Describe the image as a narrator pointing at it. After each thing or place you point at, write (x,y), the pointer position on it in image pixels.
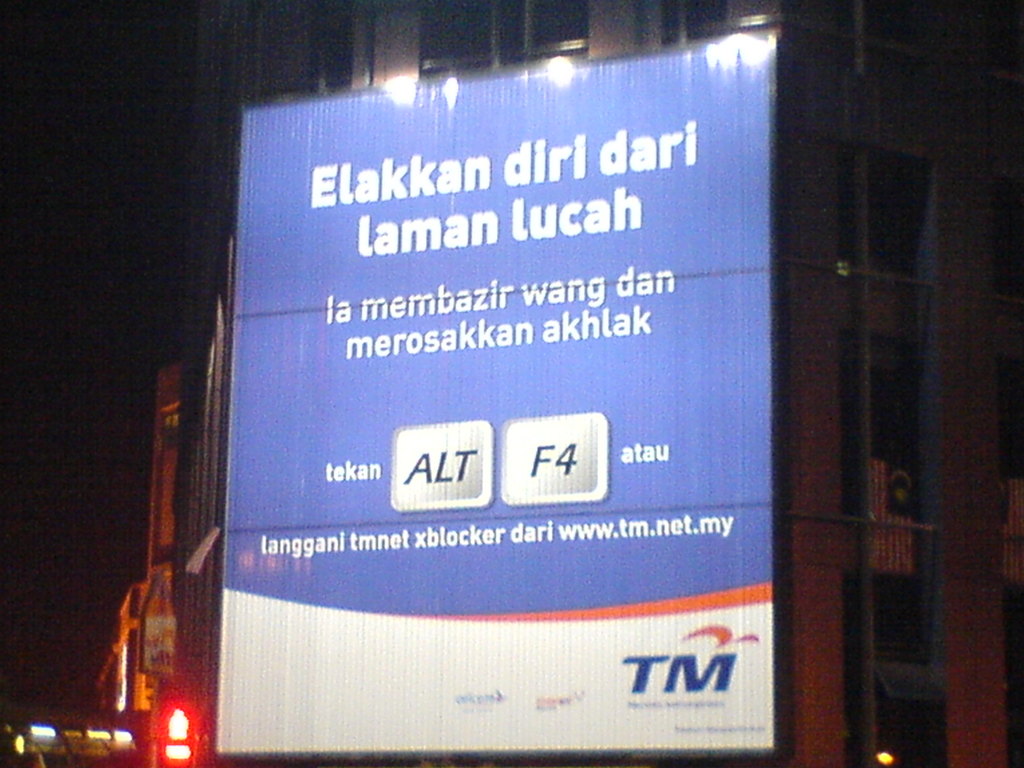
In the foreground of this image (345,132), there is a banner (679,414) on the wall (835,363) of a building (895,330). At the bottom (186,717), there are few lights (96,733) and the background (60,171) image is dark.
